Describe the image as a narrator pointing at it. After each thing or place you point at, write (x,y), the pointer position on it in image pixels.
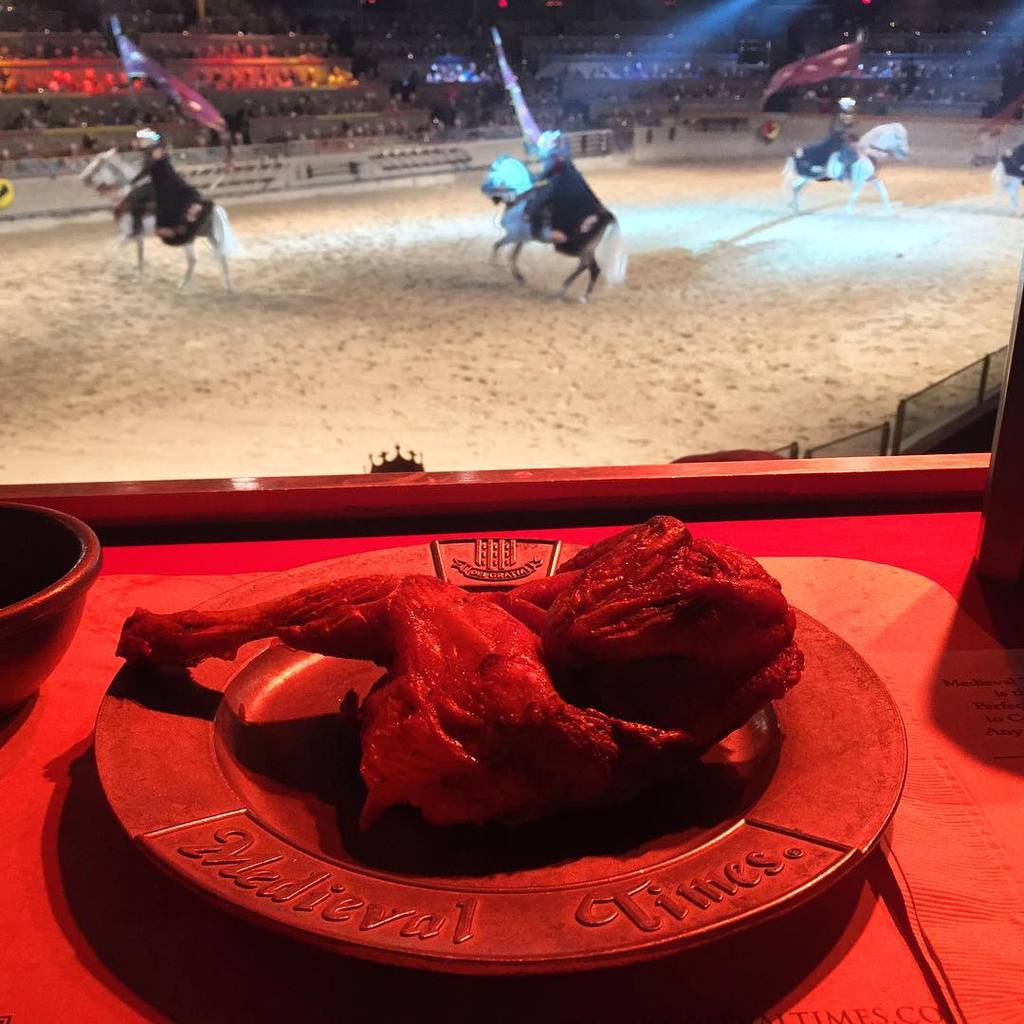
In this image I can see a red colored surface (920,553) and on the red colored surface (931,541) I can see a plate (727,854) and on which I can see the meat (493,795) and I can see a bowl (20,689) on the surface (99,649). In the background (374,350) I can see the sand (346,334) and few persons (174,199) sitting on horses (522,204) which are white in color are standing on the ground (274,285), the persons (560,217) are holding flags (815,76) in their hands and I can see the stadium (397,72) and few persons (430,74) sitting in the stadium (718,62) in the background (750,85).
